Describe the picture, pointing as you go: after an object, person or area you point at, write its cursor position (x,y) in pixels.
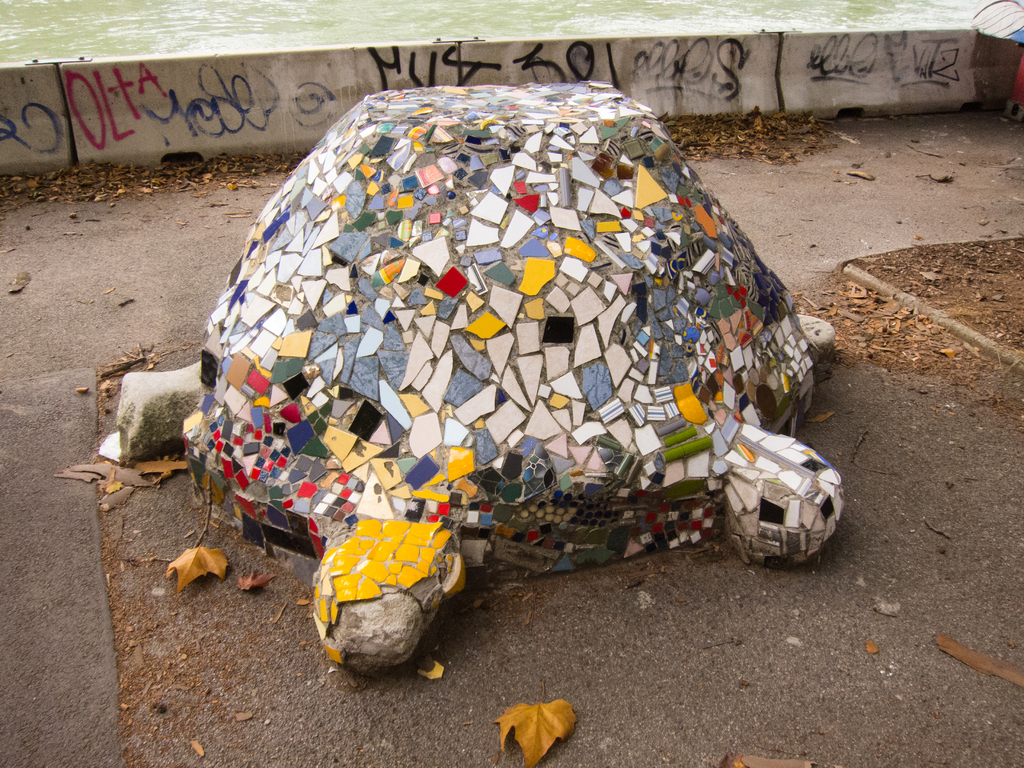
In this image there is a stone tortoise (395,317) in the middle (440,414). In the background (221,90) there is a wall (206,94). Behind the wall (182,61) there is water (196,24). On the tortoise (356,300) there are broken stones (473,308) with the design (577,272) on it.
